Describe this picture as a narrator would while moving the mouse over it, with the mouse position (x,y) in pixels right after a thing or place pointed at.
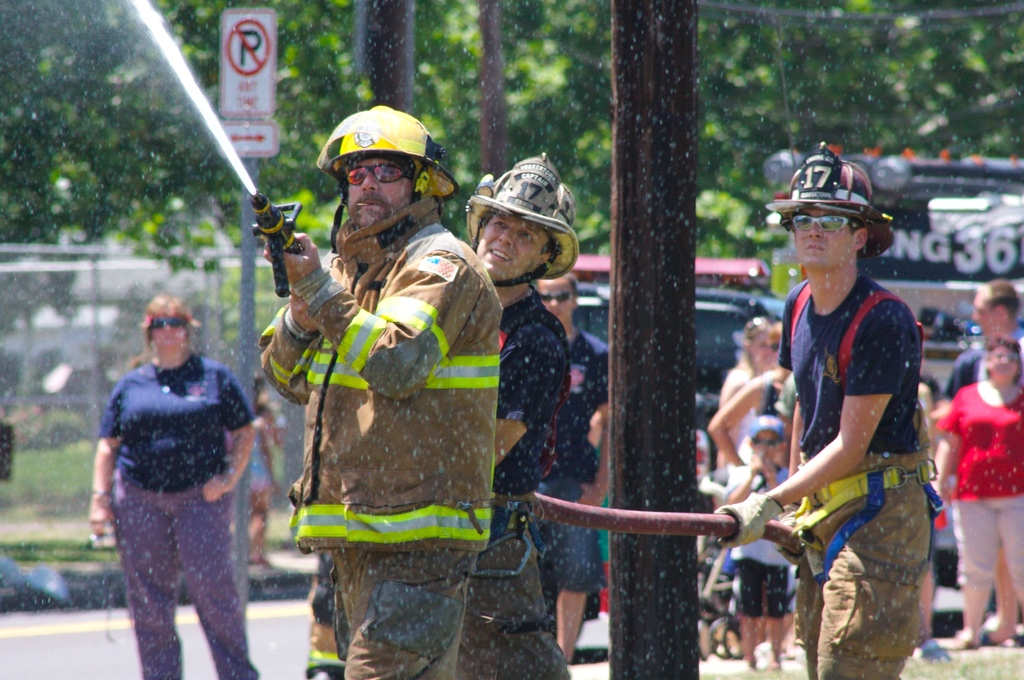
In this picture we can see some people (883,439) are standing, three persons (798,372) in the front (534,372) are wearing helmets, a man (471,340) in the front (418,454) is holding a fire fighting water pipe (286,246), there is a pole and boards (242,90) in the middle (678,416), in the background (813,39) there are some trees (767,43), it looks like a car (744,317) in the middle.
